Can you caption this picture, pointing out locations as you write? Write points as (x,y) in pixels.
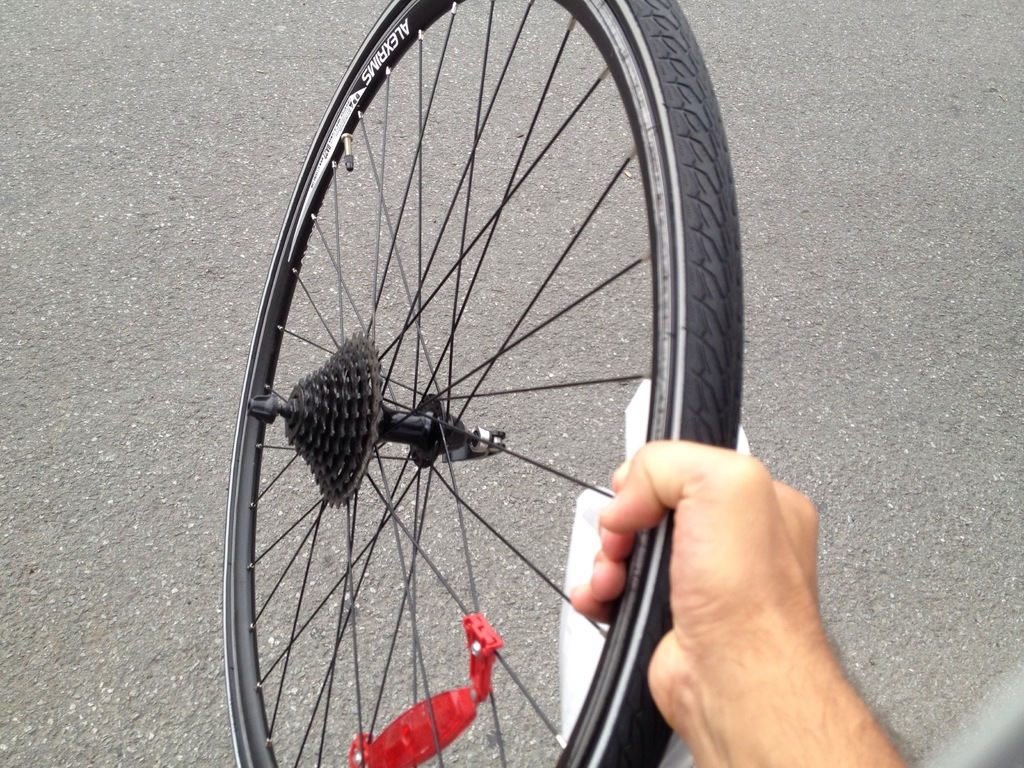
In the foreground of this image (717,612), there is a hand (746,595) of a person (700,544) holding a tyre (657,326). In the background (199,152), there is the road (187,201).
